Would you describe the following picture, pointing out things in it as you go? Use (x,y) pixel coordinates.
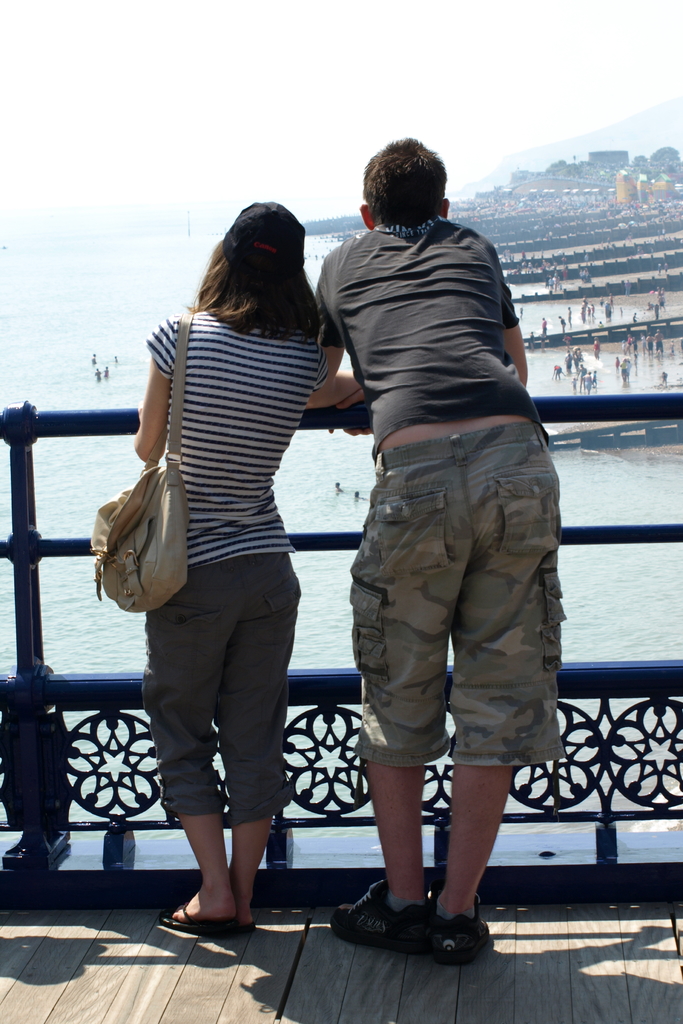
In this image there are two persons (202,300) standing at the fence (605,808) on the pier (319,917) and she is wearing a hand bag (174,541) and a cap (271,253) on head (270,284). In the middle (302,573) water (117,403) is there and group of people (580,356) standing in water (640,354) and trees (635,157), houses (625,178) are visible. The top is visible in which sky (480,68) is there. This image is taken during day time.
